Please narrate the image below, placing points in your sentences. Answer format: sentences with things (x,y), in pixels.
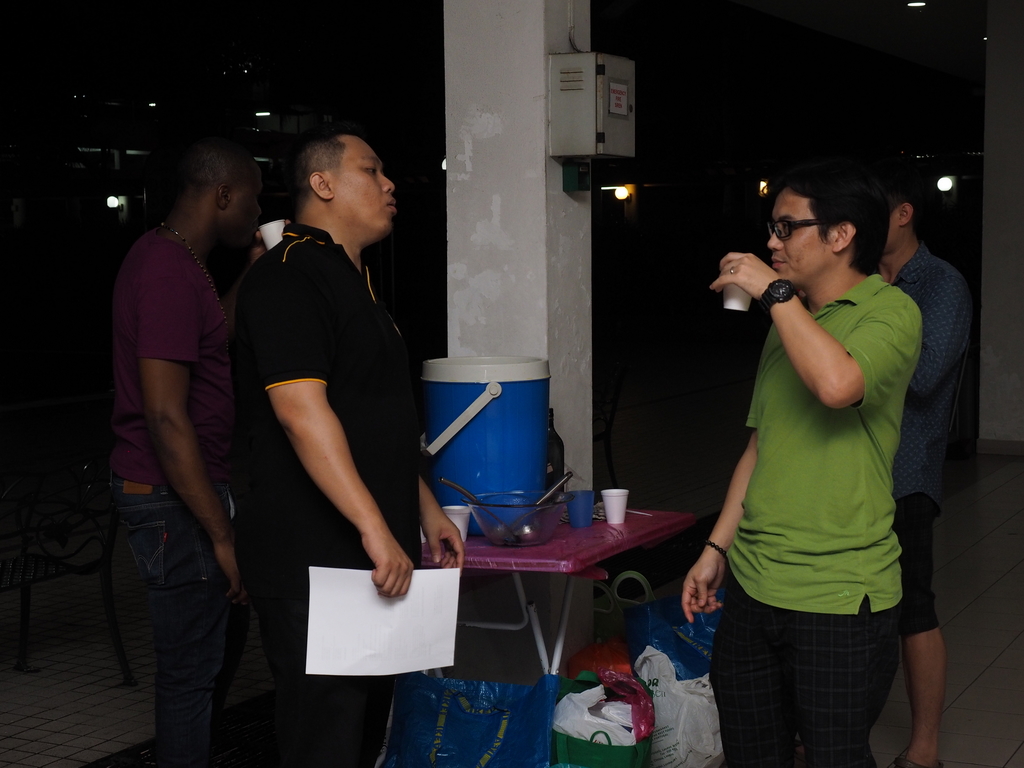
In this image we can see few people (336,511) and they are holding some objects (330,610) in their hands (410,560). There are many lights (940,188) in the image. There is an object (601,113) on the pillar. There are many objects (685,729) placed on the ground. There are few objects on the table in the image.
